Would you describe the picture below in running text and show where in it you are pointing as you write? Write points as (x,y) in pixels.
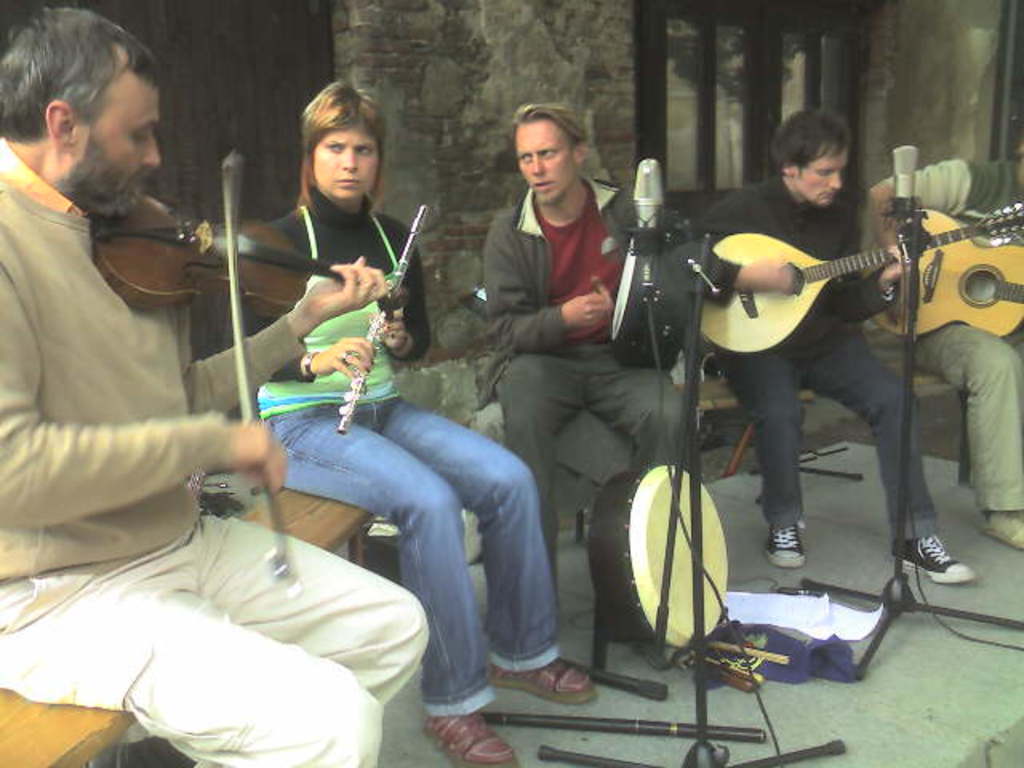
In this picture we can see five people (918,193) sitting on a wooden chair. They are playing musical instruments (726,340).
